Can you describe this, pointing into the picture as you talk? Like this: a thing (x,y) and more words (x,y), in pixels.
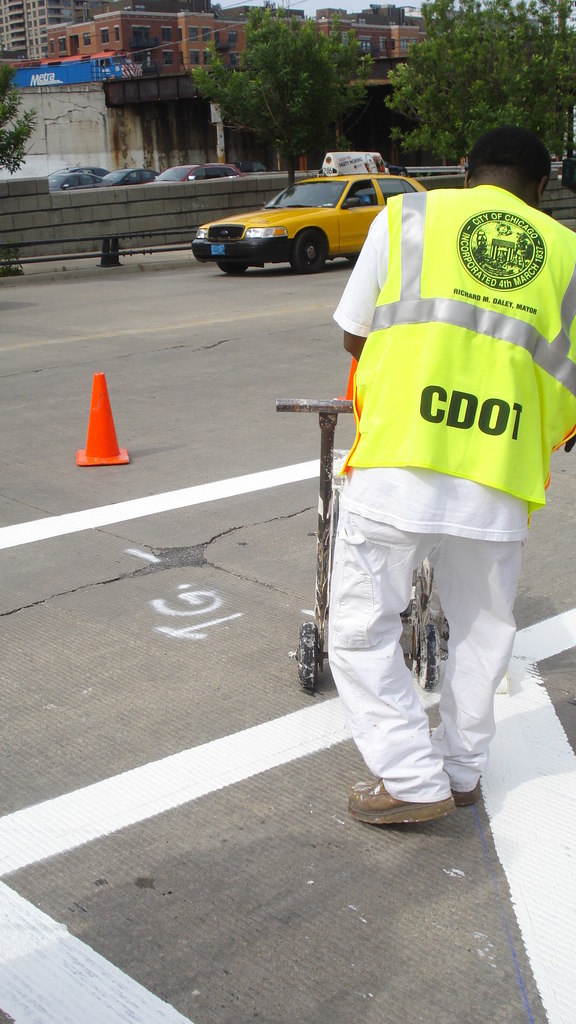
In this picture we can observe a person (396,547) standing, wearing a green color coat (459,330). We can observe an orange color traffic cone (92,450) on the road (72,607). There is a yellow color car (321,193). In the background (262,112) there are trees (227,69) and buildings (71,23).
